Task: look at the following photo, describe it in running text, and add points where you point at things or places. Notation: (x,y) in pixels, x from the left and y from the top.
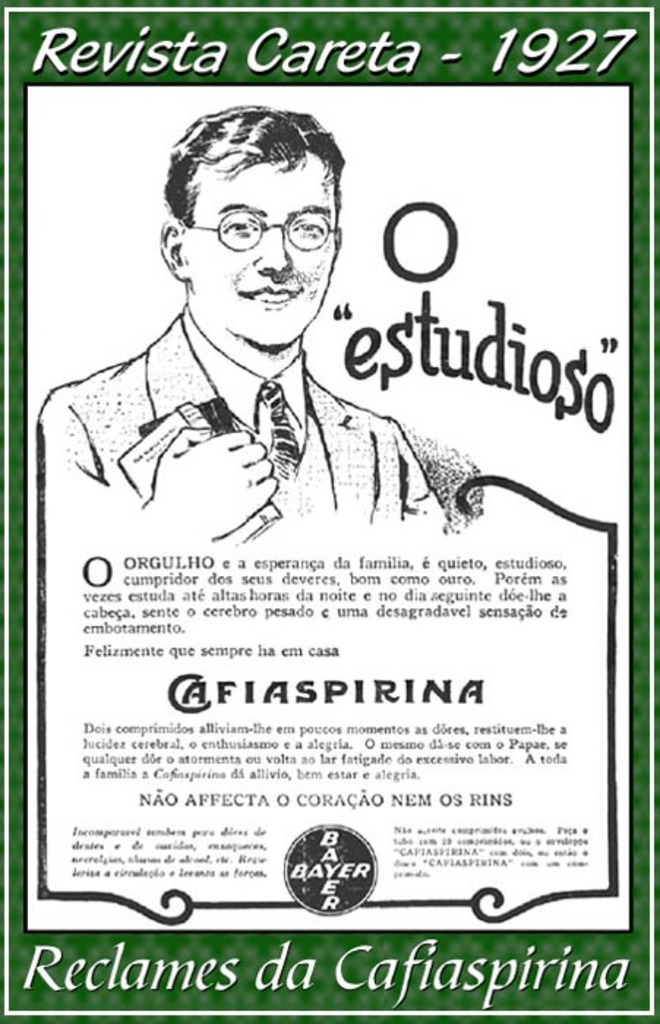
In this picture I can see a poster (208,652), on which I can see the depiction picture of a man (288,316) and I see something is written on the bottom (442,686), right and top of this picture (388,38).
